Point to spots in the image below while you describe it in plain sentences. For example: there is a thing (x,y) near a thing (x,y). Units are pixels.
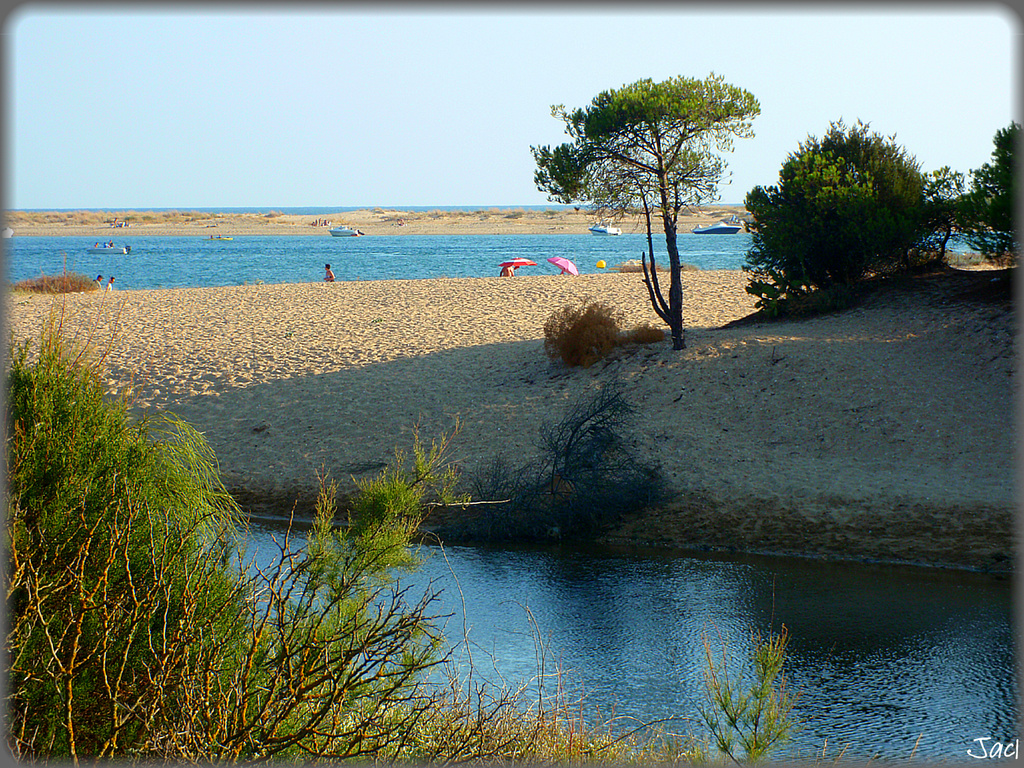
In this image we can see the trees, plants (562,337) and also the grass (414,744). We can also see the sand (417,294), water (527,249), boats (343,233) and some people (325,279) and also two umbrellas (551,259). Sky (871,80) is also visible. In the bottom right corner (991,747) we can see the text (985,749) and the image has borders (1013,34).
